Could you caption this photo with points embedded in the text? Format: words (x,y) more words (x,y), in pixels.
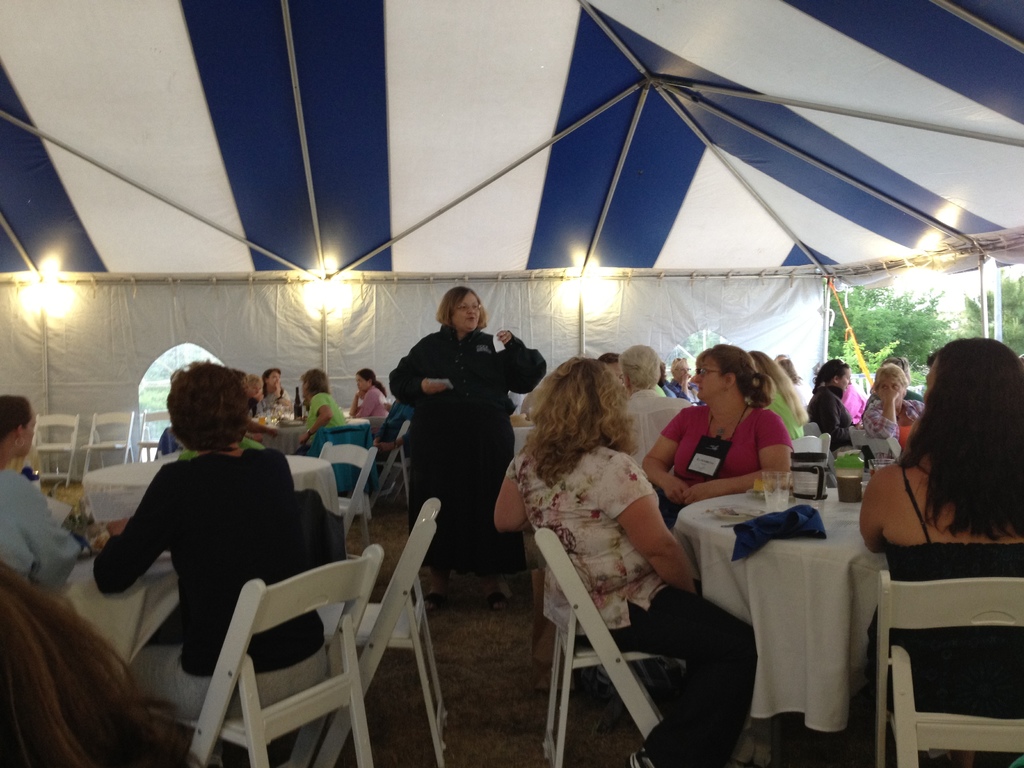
There are group of tables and chairs (261,599) arranged under the tent (444,6). And the group people (209,499) sitting on the chairs (606,651). there is a lady (461,340) standing at the middle (455,353) and talking to the crowd (242,464). beside the tent (208,131) there are so many trees (897,326).
